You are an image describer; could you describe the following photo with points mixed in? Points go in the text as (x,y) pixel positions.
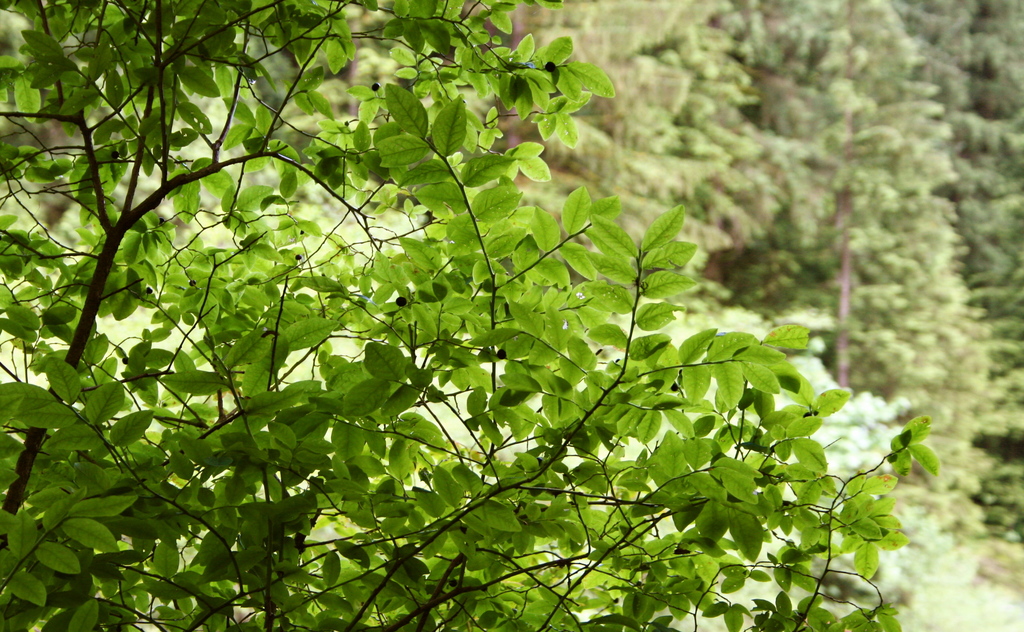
On the left side of this image (237,217) I can see the green color leaves (155,236) of a plant (312,375). In the background (866,121) there are many trees (868,179).
